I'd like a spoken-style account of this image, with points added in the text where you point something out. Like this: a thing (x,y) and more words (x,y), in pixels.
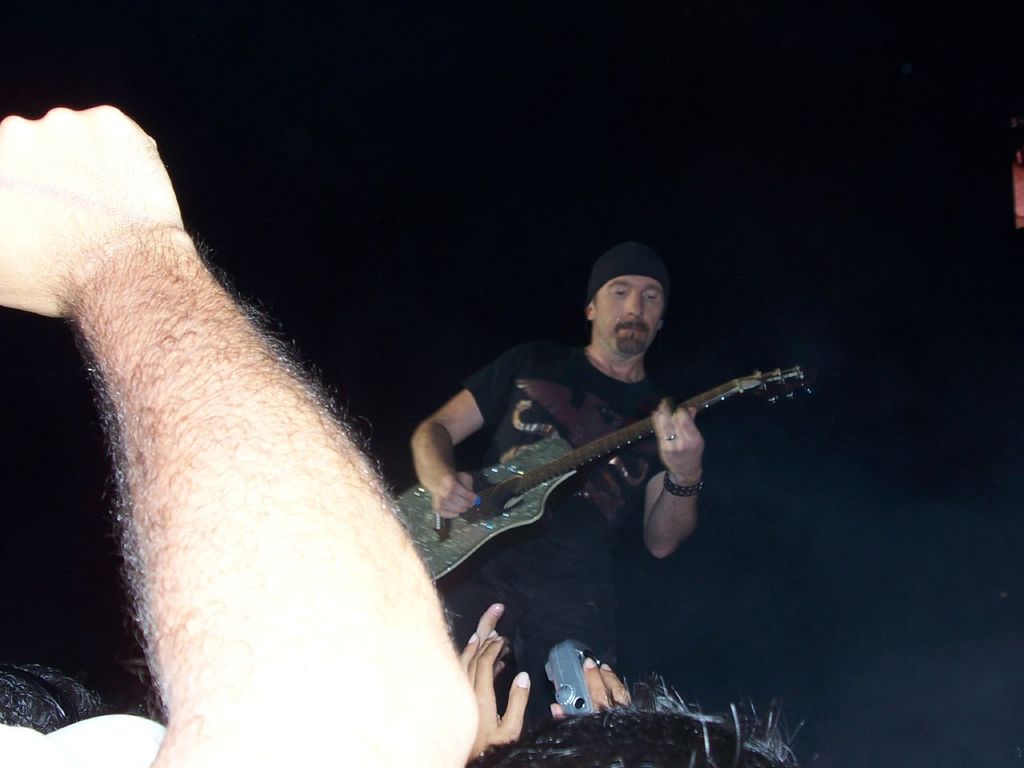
Here we can see a man (589,398) standing and playing the guitar (526,477), and here a group of persons (527,726) are standing.
